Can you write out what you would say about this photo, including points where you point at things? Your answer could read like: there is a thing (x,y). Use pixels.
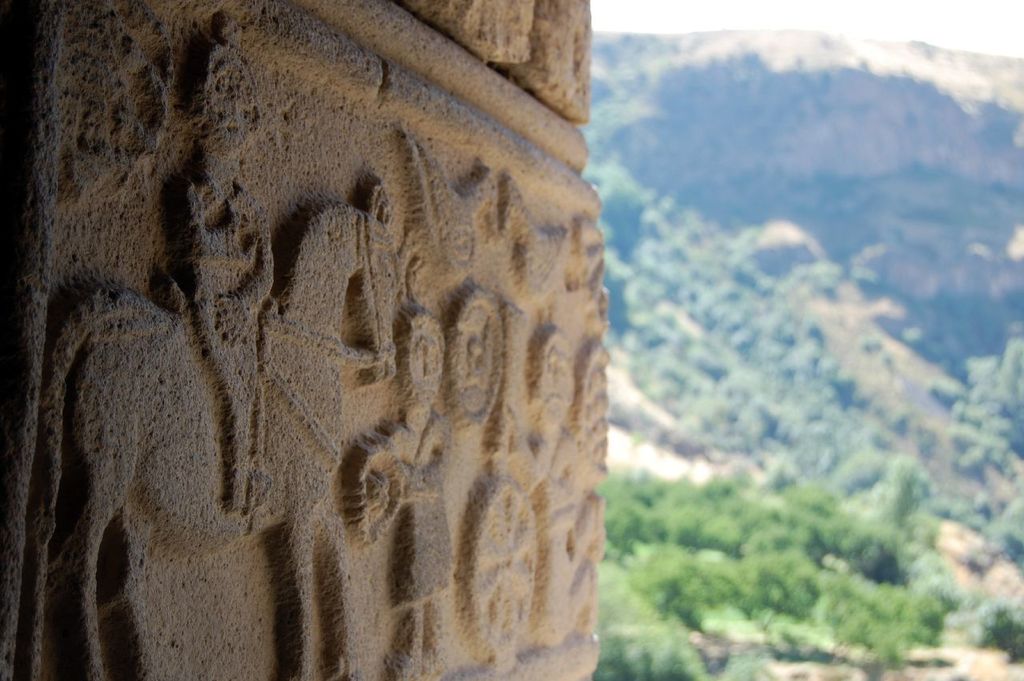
In this image we can see a stone carving (528,384), there are some trees (732,381) and mountains (746,111), in the background (807,17) we can see the sky (868,9).
